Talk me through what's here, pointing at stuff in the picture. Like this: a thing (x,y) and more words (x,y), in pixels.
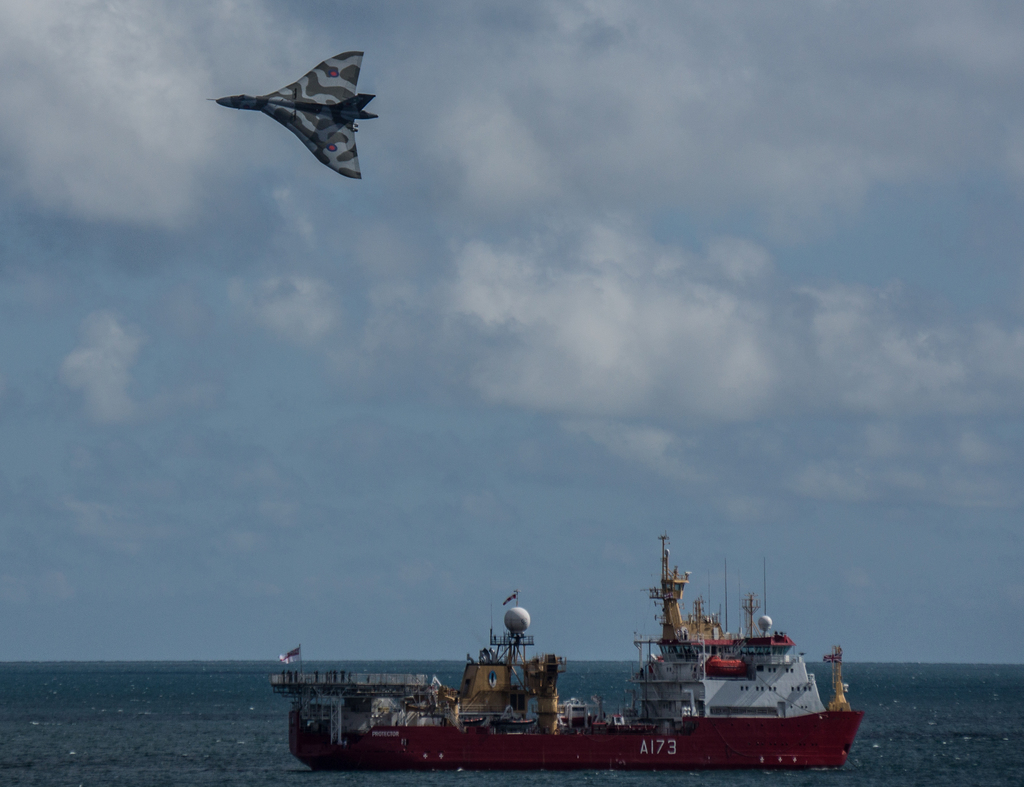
This image is taken outdoors. At the top of the image (148,249) there is the sky (607,365) with clouds (492,304). At the bottom of the image (131,746) there is the sea (170,716). In the middle of the image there is a ship (842,735) on the sea (860,730). A jet airplane (294,87) is flying in the sky (370,138).
